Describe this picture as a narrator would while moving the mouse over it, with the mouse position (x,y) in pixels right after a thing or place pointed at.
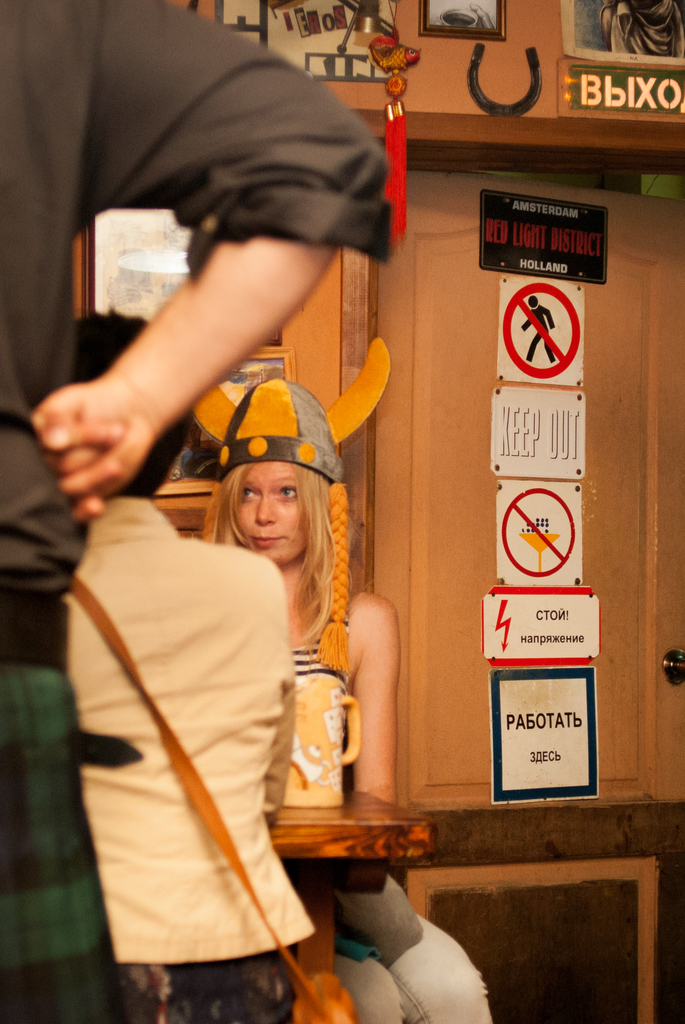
This picture describes about group of people (160,441), two (257,408) are seated and a person (106,438) is standing, in front of them we can see a jug (334,782) on the table (348,820), in the background (539,579) we can find few sign boards (508,630) on the door (610,372).
